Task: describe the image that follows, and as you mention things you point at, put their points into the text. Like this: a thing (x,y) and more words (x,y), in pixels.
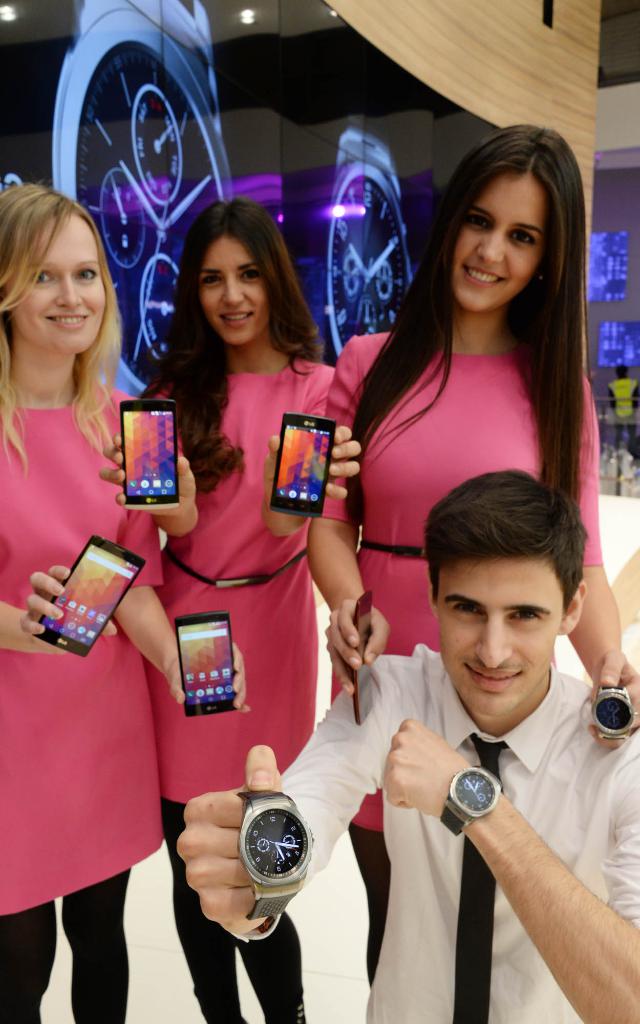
In this image in the foreground (177,473) there are some people (113,479) three of them are standing, and one person (482,698) is sitting and he is holding a watch (277,823), and there are three members (44,673) who are holding mobile phones (85,617). In the background (82,173) there is a screen (294,157), and some televisions (606,256) and one person (629,395).
